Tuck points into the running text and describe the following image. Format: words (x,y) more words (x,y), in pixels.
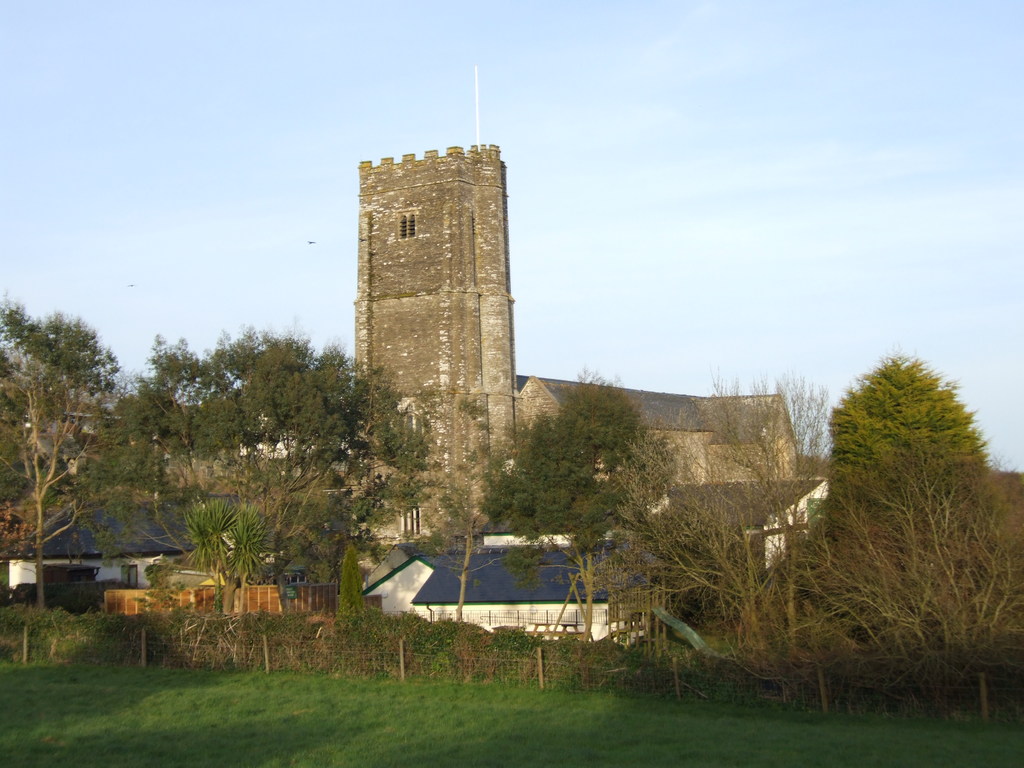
In this image in the front (544,724) there's grass (443,730) on the ground (426,727). In the center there is a fence (539,660). In the background (429,541) there are trees (419,484) and there is a building (401,407). In front of the building (423,407) there are small houses (388,561).
